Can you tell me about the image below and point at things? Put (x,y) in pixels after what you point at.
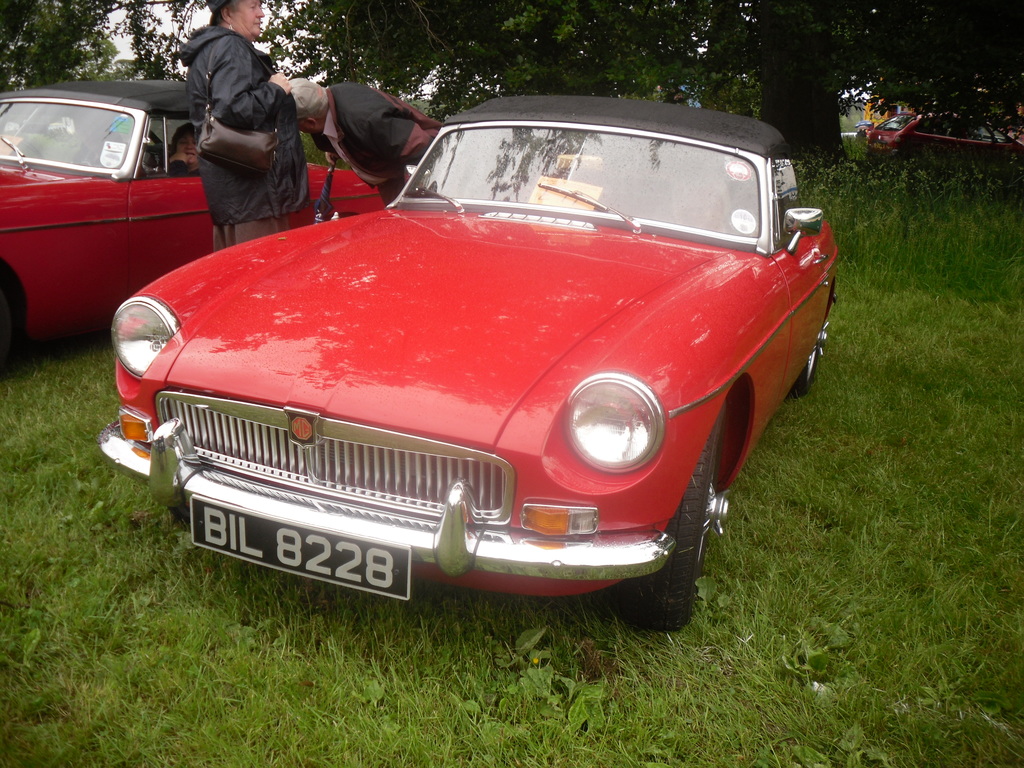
This picture is of outside. In the foreground (505,276) we can see a red color car (440,363), beside that there are two persons (356,113) standing and on the left corner (95,125) we can see another red color car (158,151). In the background (68,9) we can see the sky (206,10) and the trees (917,25) and also a car (952,139).
